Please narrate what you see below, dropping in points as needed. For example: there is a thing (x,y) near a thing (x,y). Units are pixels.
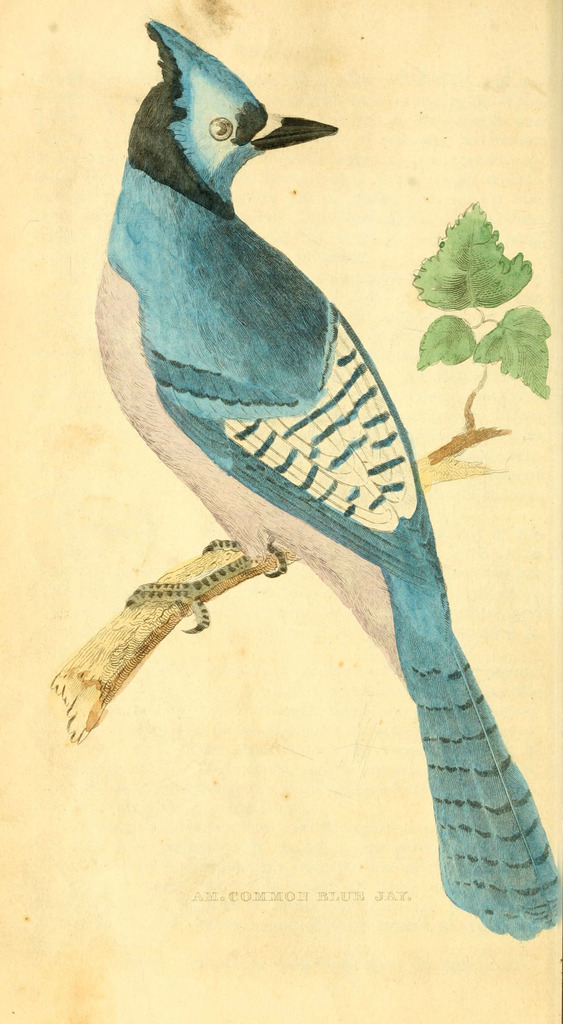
In this image there is a painting (236,456) of a bird (238,394) which is sitting on the tree stem (154,618).
